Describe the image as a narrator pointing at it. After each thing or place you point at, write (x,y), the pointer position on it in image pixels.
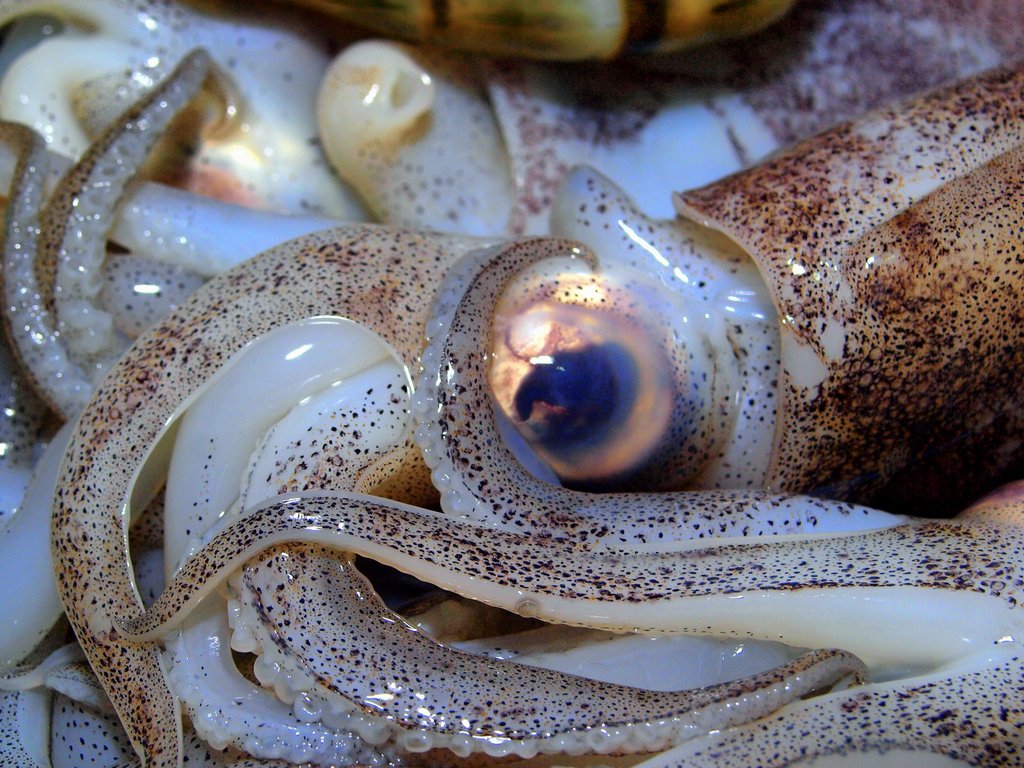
In this image there is an aquatic animal (378,397).
